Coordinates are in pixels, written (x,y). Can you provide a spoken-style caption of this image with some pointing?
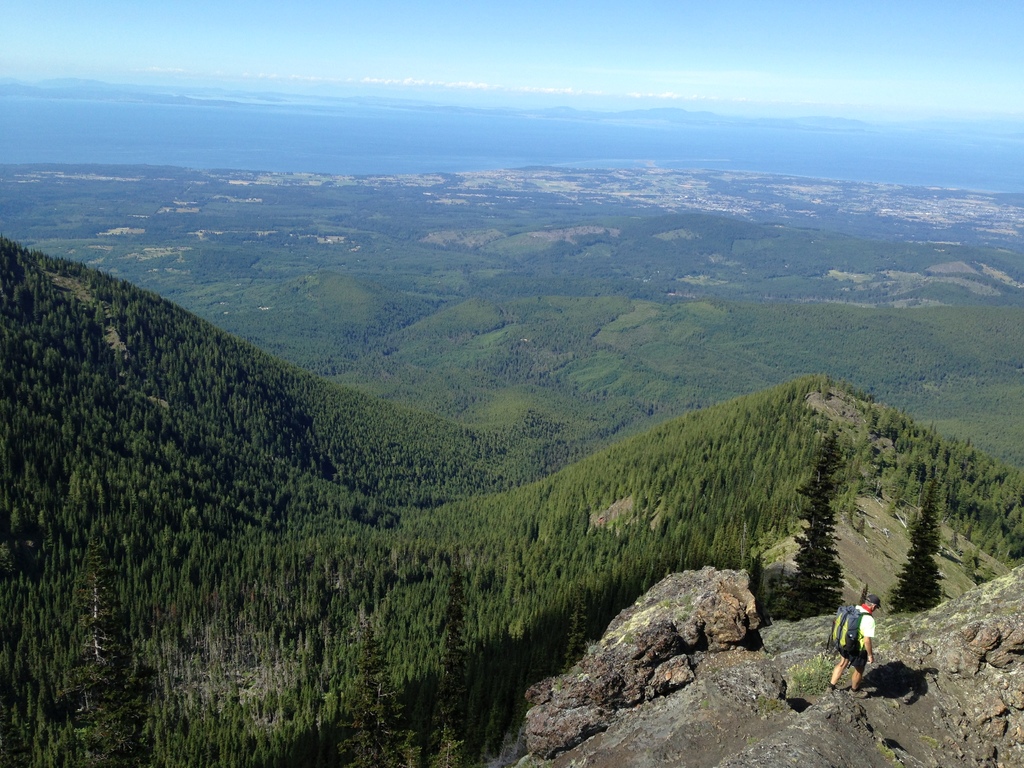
In this image we can see a person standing on the rock (707,737). Here we can see trees (827,569) and mountain (341,412). In the background (598,46) there is sky (821,17).
